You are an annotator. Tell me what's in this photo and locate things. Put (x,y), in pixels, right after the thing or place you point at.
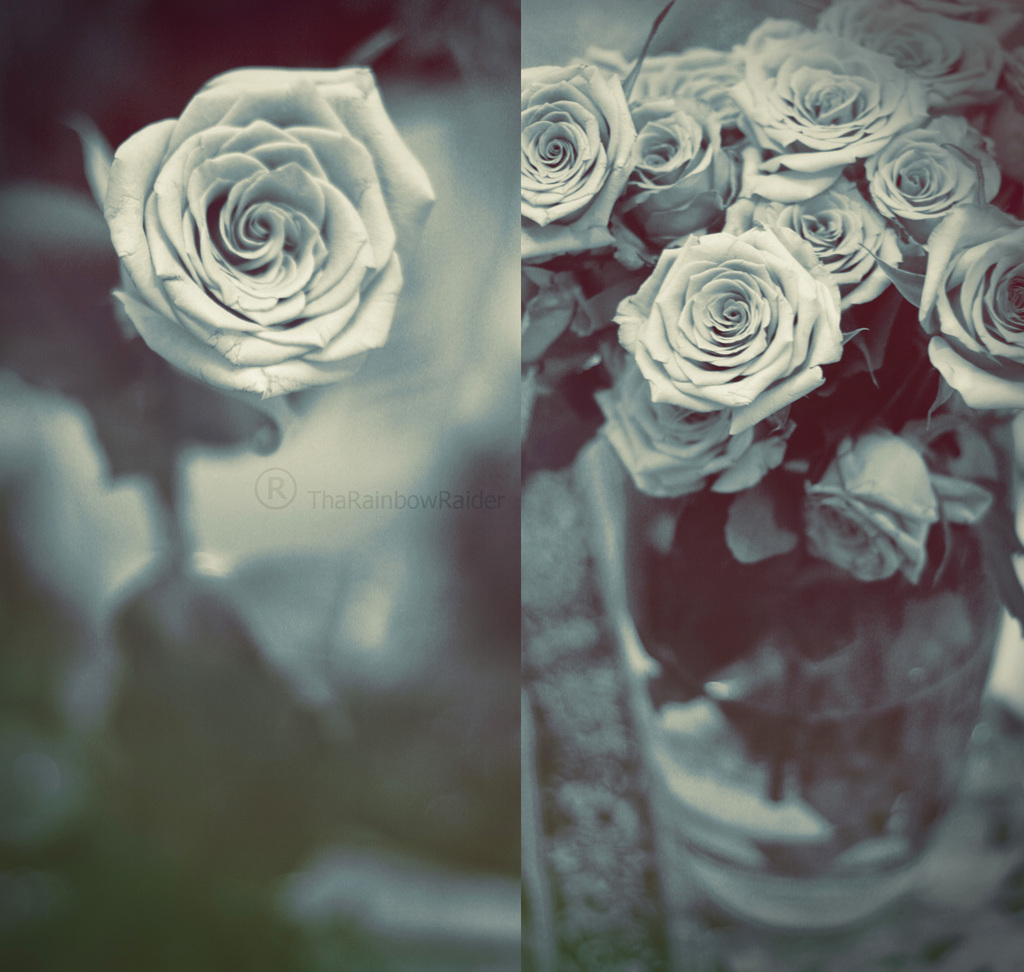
In this image we can see few flowers (334,346). There is a collage image. There is a vase (861,858) at the right side of the image (843,811). There is a blur background (202,709) at the left side of the image (254,782).
